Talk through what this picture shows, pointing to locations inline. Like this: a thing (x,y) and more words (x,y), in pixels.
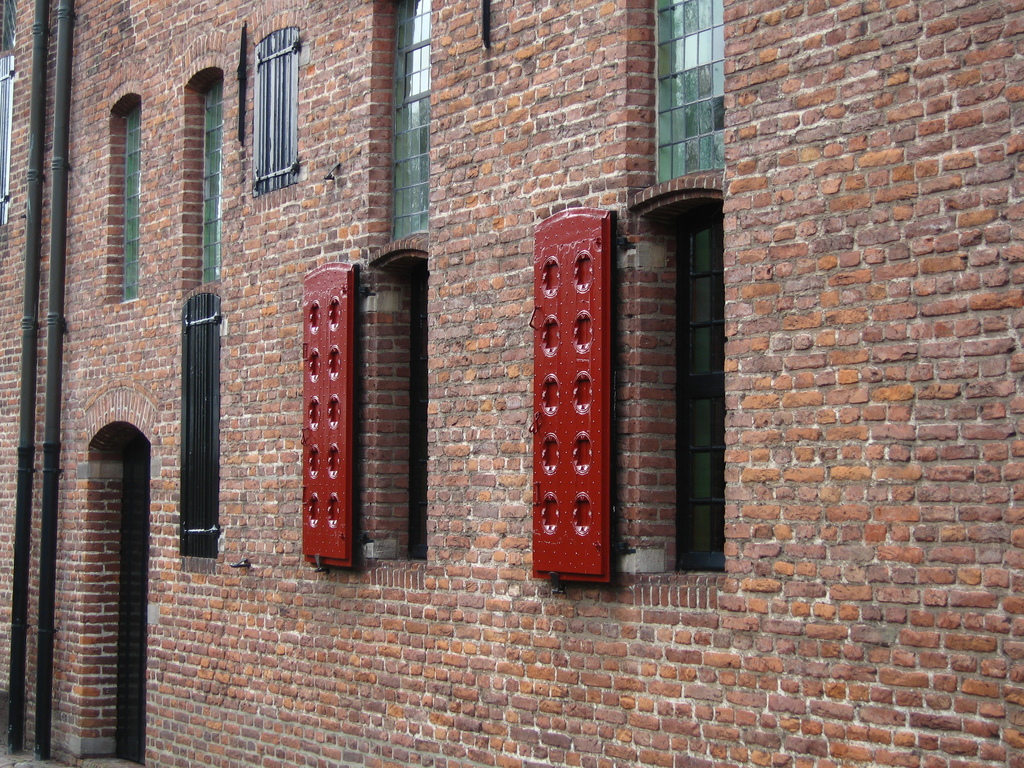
In the image in the center (678,283) we can see building (273,95), brick wall (839,337), glass windows (661,168), two red color objects (547,535), pipes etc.
